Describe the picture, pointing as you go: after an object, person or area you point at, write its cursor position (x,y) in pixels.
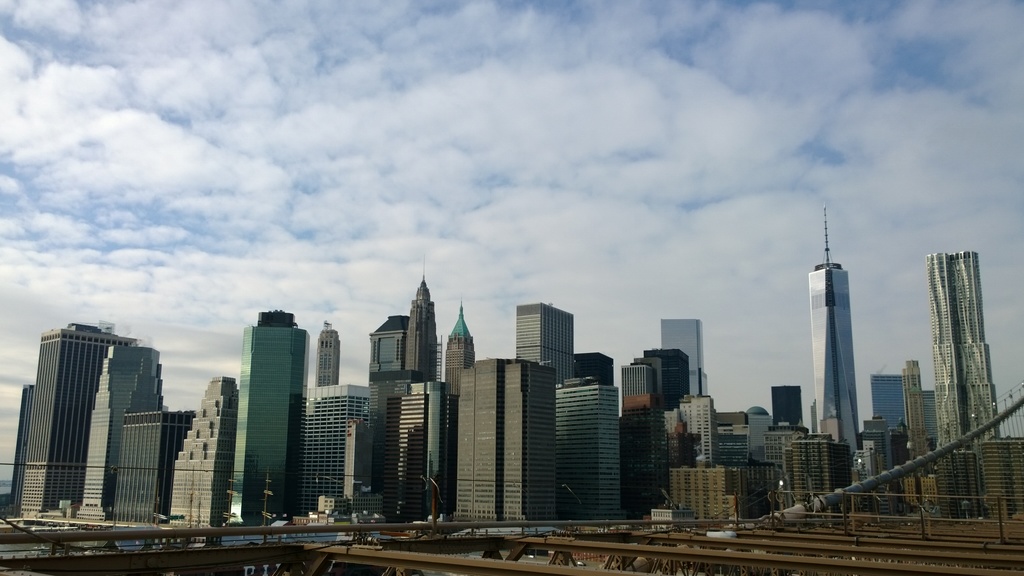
In this image we can able to see few buildings (533,432) and also we can see the clouded sky (802,229).
